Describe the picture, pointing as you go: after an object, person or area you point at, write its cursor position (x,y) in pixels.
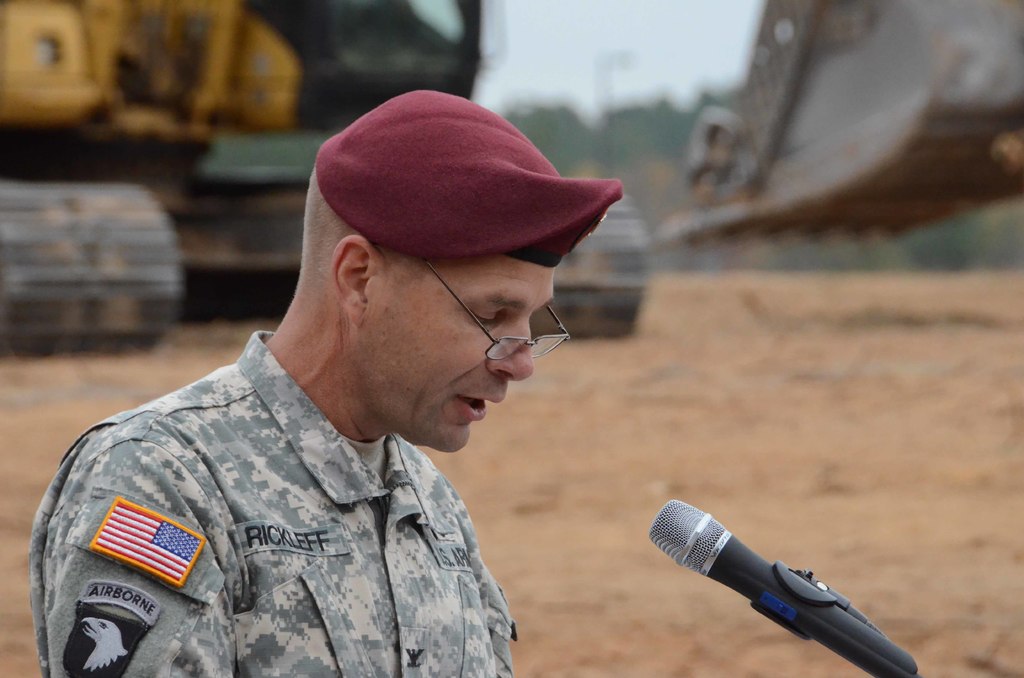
In this image we can see a person (312,456) with uniform (322,476) and a mic (788,588) in front of the person (433,575) and in the background (762,211) there is a crane (746,146) on the ground (812,441).
